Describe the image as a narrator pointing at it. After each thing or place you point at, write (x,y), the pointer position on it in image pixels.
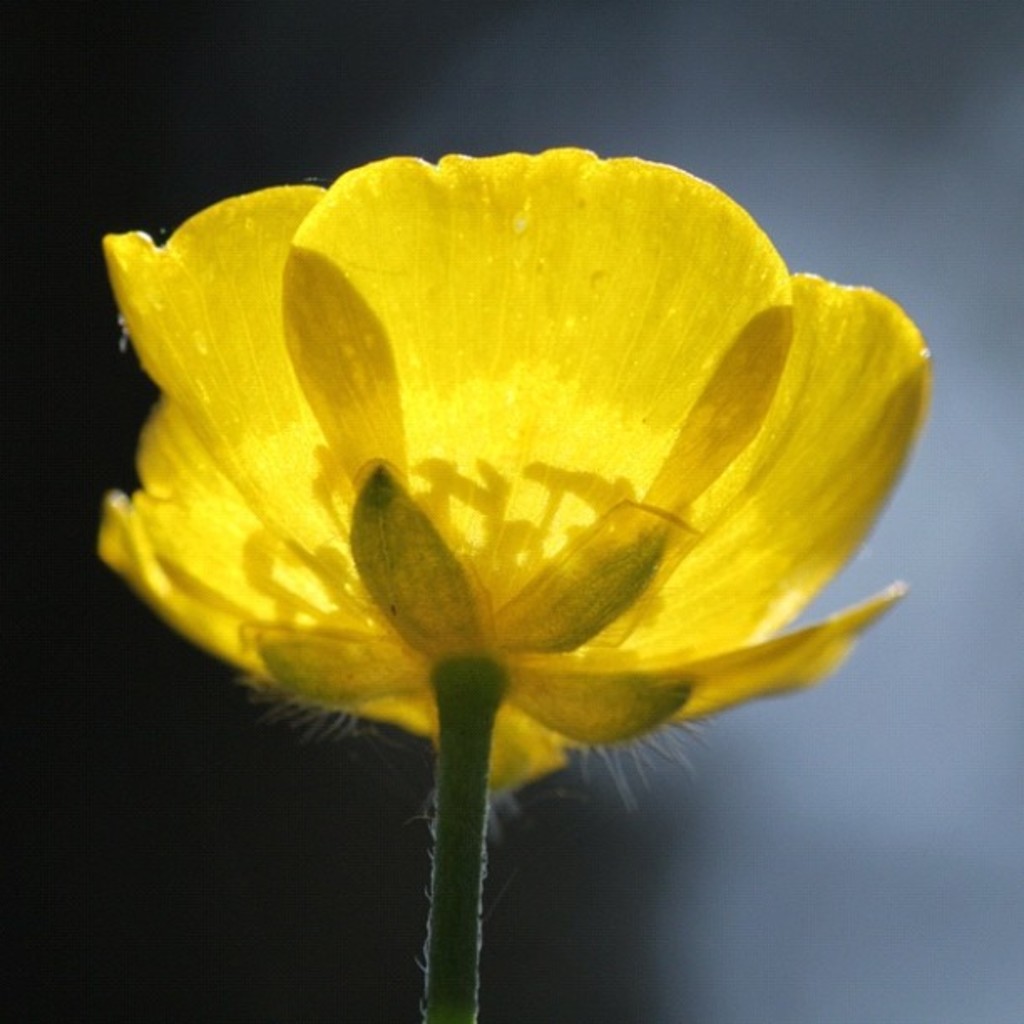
In the foreground of this image (448,490), there is a yellow color flower (482,594) and the background (865,903) image is blur.
